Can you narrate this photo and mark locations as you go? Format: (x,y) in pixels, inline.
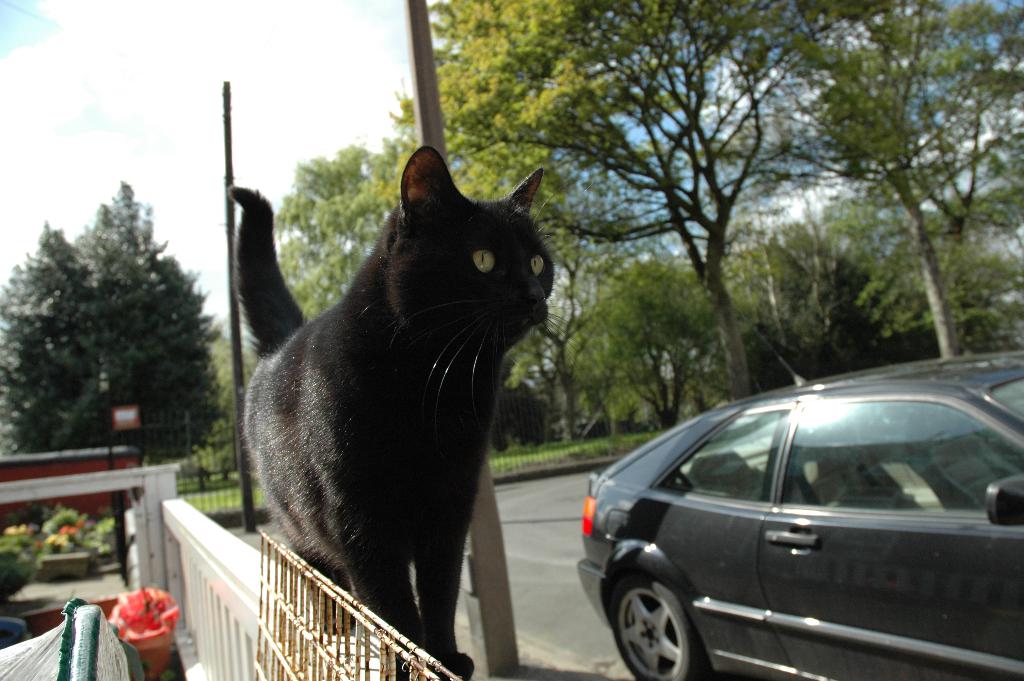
In this image, we can see a black cat (395,452) is standing on the railing (242,565). Here we can see grille (293,643), car (929,571), road (563,608) and few objects (159,660). In the background (199,476), there are so many trees (737,380), fence (198,475), poles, plants (64,519), grass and sky (226,73).
